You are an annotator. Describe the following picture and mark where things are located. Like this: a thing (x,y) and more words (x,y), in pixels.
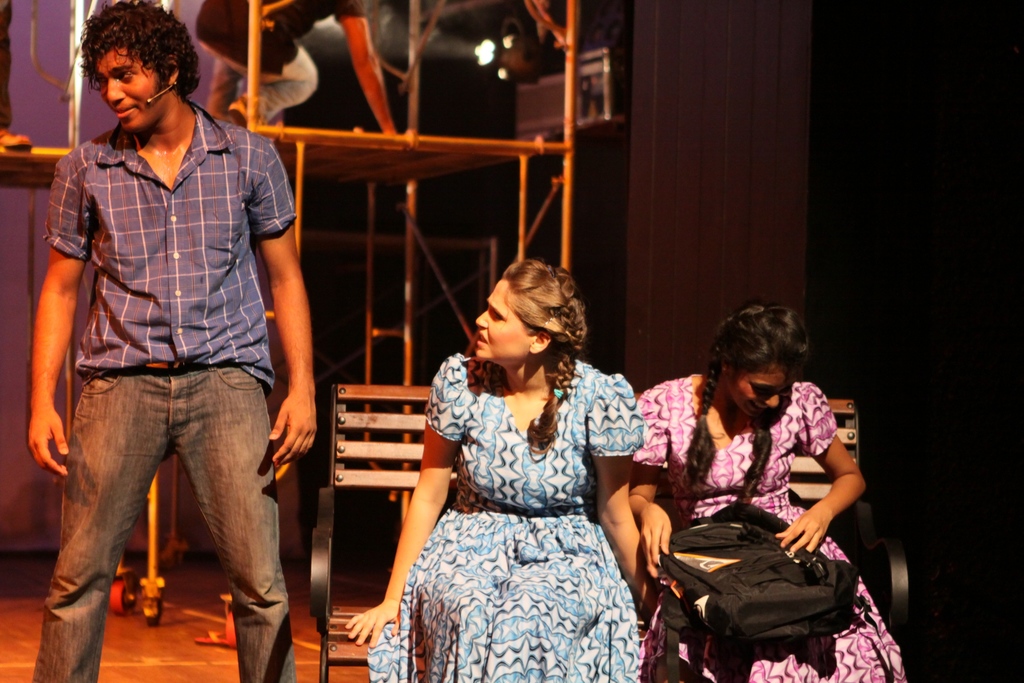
In this image there are two women (573,597) who are sitting on bench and one woman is holding a bag (733,528), it seems that they are playing drama. And on the left side (187,348) there is one man (164,371) who is standing, and in the background (358,235) there is a table like object (388,147) and there is one person (280,80), lights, wall (635,184) and some objects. At the bottom (145,649) there is floor (306,649).
